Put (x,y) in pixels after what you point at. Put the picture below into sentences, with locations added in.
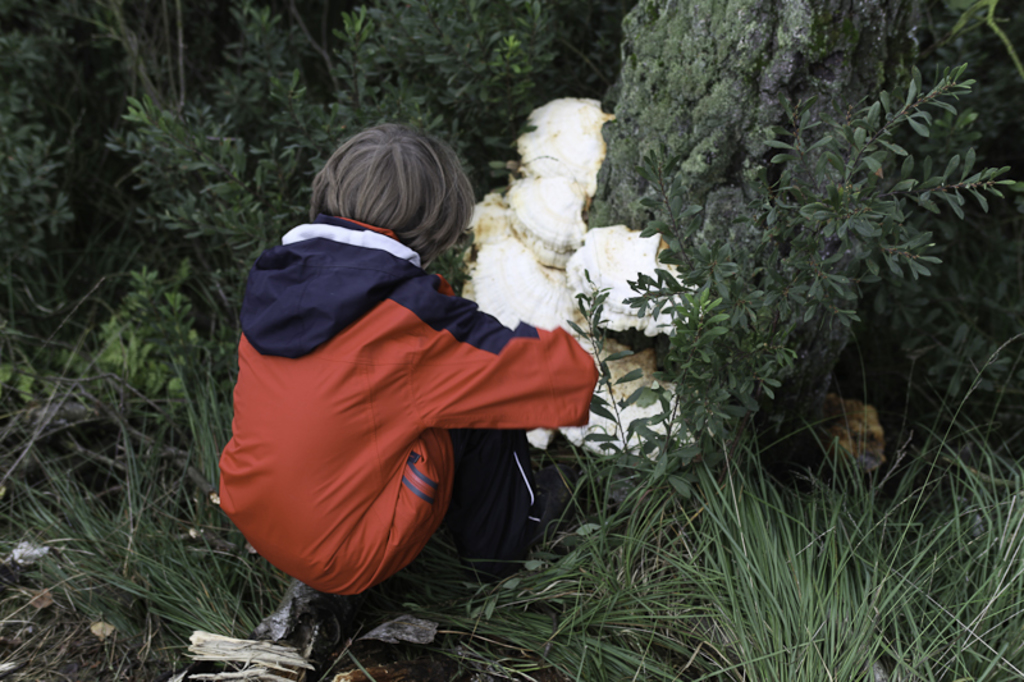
In this image, we can see a person (391,564) near the plants (695,309). At the bottom (750,659), we can see grass (752,646). In the middle of the image (497,258), we can see white color object (581,278).
